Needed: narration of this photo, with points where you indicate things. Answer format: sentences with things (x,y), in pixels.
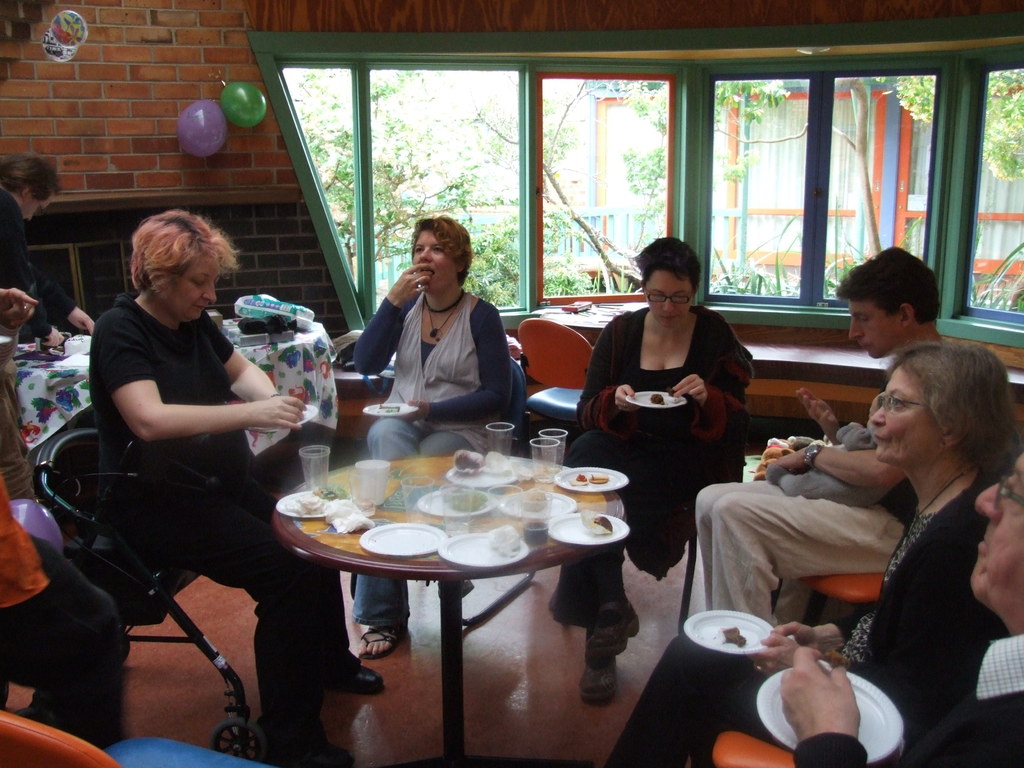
There are many persons (736,494) sitting. They are holding plates (768,626). On front of them there is a table (419,563). On the table (387,514) there are glasses (457,517), plates (387,533), and some food items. In the background (175,76) there is a brick wall (252,154). On the wall (236,142) there are balloons (221,124). Also there are windows (927,202) and other table (275,348). in the background (442,160) there are trees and other building (761,176).
